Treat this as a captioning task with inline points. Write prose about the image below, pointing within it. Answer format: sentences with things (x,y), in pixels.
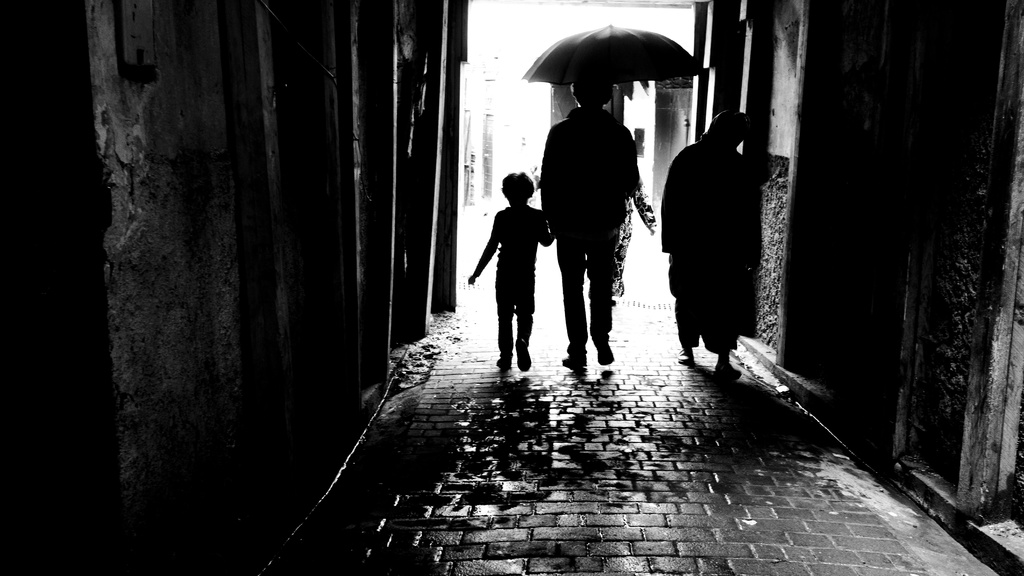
This is a black and white picture. I can see three persons (566,166) standing, there is a person (585,171) holding an umbrella (600,39), there are walls (961,176).
